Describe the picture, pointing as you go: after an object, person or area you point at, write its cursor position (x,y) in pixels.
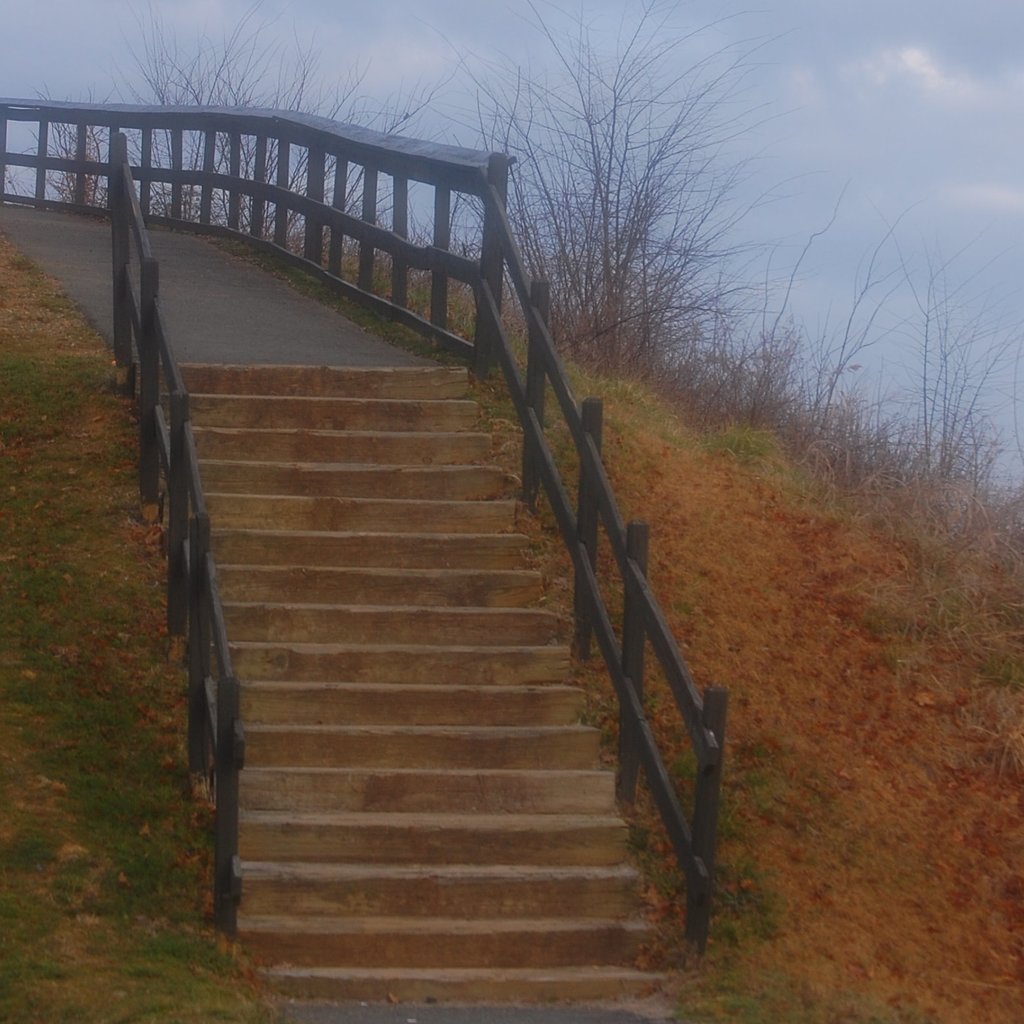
In this picture I can see the steps (302,675) and the railings (141,105) in front (453,566) and I can see the grass (685,480) and plants (664,307). In the background (443,73) i can see the sky (652,140).
